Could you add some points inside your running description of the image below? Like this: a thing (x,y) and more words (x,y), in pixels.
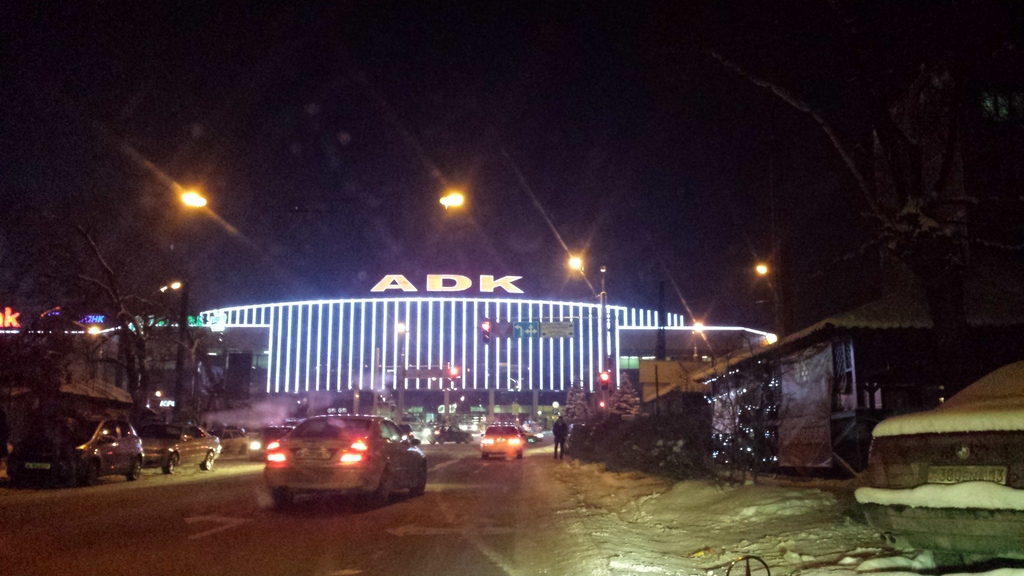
There is a road (297,523). On that there are many vehicles (344,447). On the sides of the road (246,520) there are trees (101,351), buildings (653,385) and light poles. In the background (333,334) there is a building (445,328) with lights (442,296) and something is written on that.
